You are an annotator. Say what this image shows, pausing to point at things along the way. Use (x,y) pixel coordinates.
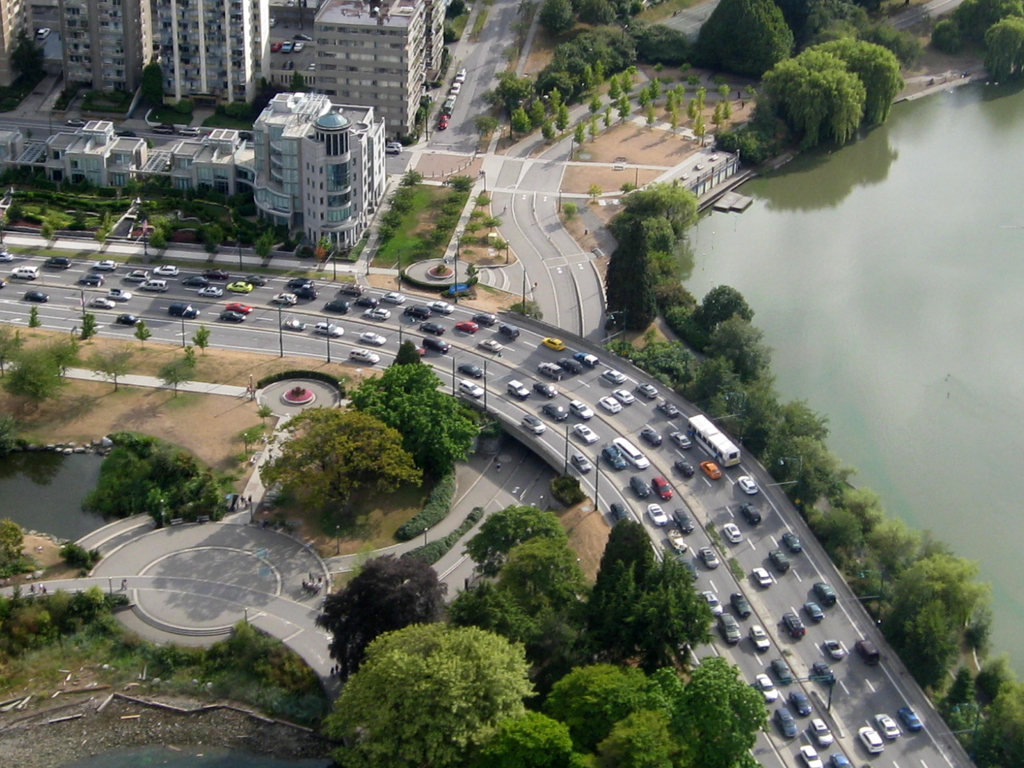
This is an aerial view of an image where we can see trees (507,603), vehicles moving on the road (824,765), I can see tower buildings (315,210) and the water (787,363).
